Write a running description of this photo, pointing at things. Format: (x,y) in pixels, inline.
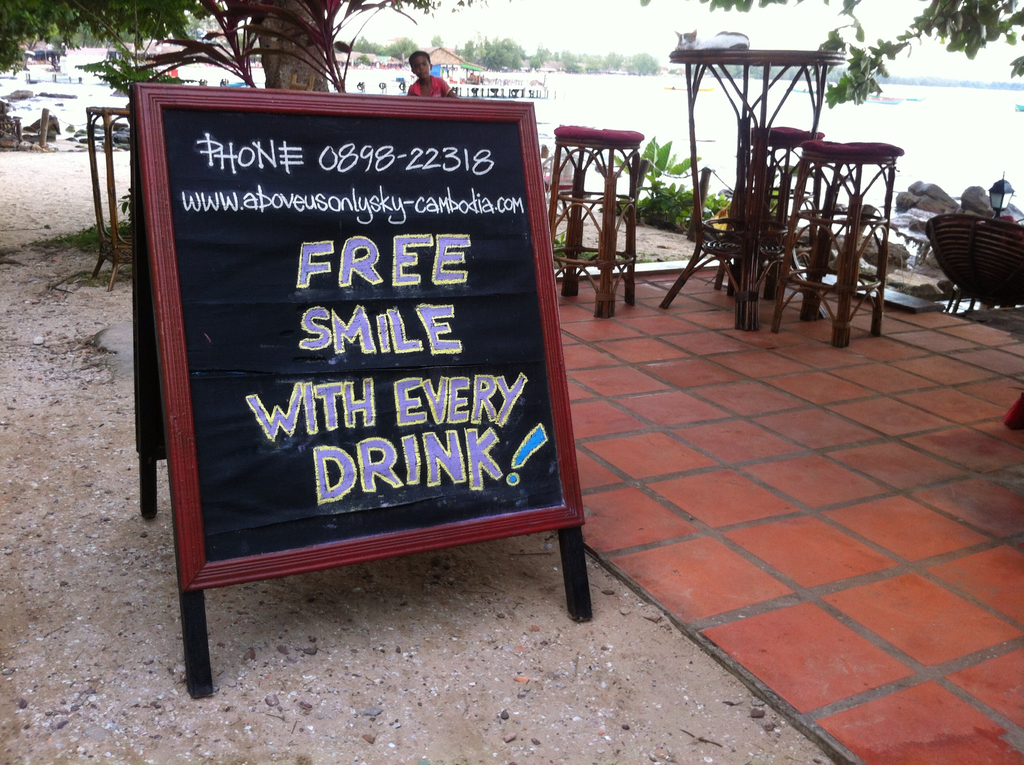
This image is taken outdoors. At the bottom of the image (282,691) there is a ground (92,428) and there is a floor (809,526). In the background (249,71) there are many trees (312,51) and plants (293,49) on the ground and there are a few houses (446,53). There are a few stones (39,130) on the ground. There is a river (698,115) with water (915,146) and there is a boat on the river (582,85). In the middle of the image (431,321) there is a board (287,331) with a text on it. There are a few empty stools (781,203) and there is a table (764,55). There is a cat (719,36) on the table (730,55). There is a boy (428,85). On the right side of the image (992,193) there is a light (1004,199) and there is an empty chair (978,271).
